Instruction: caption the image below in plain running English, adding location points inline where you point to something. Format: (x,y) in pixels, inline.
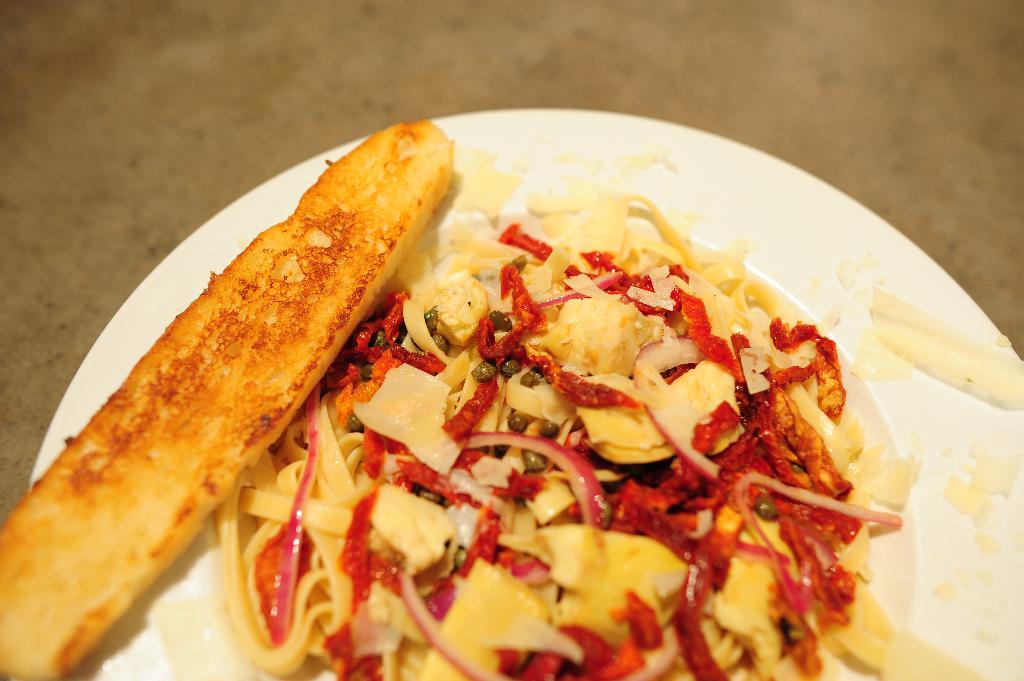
Here we can see plate (720,200) with food (612,238) on surface (483,78).
